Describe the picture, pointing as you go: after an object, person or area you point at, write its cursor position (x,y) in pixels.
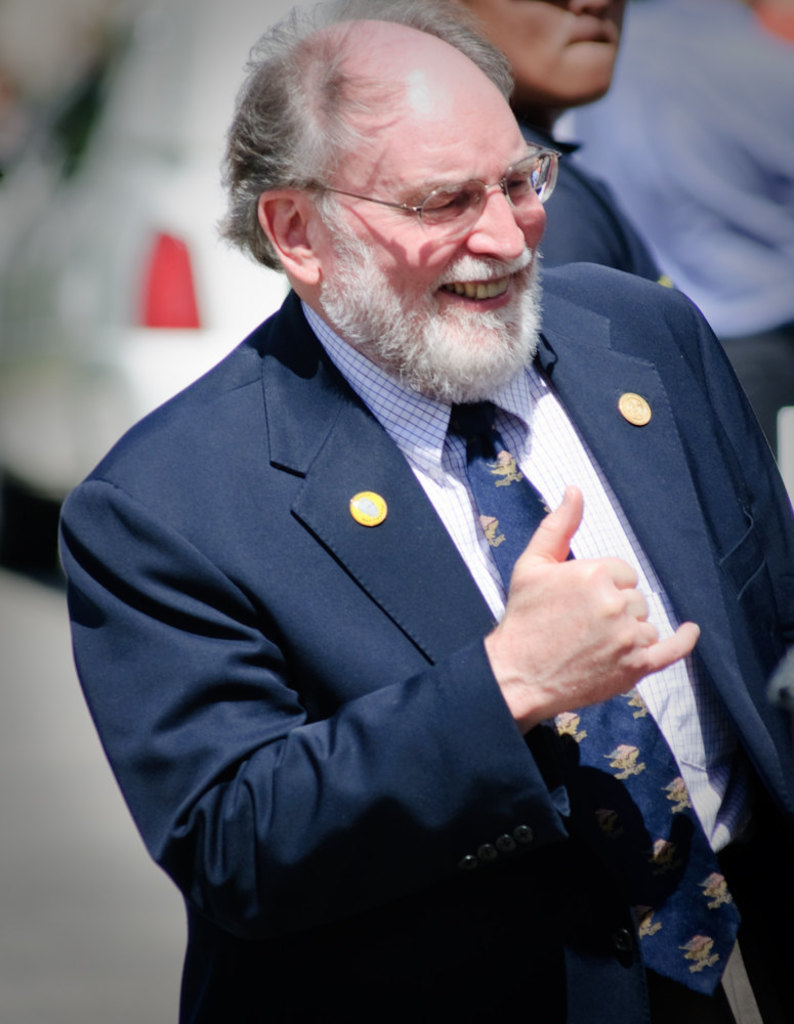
In this image I can see few people (550,496) with different color dresses (573,278). I can see one person (445,323) with the specs (456,202) and the person (408,340) is smiling. And there is a blurred background (19,17).
